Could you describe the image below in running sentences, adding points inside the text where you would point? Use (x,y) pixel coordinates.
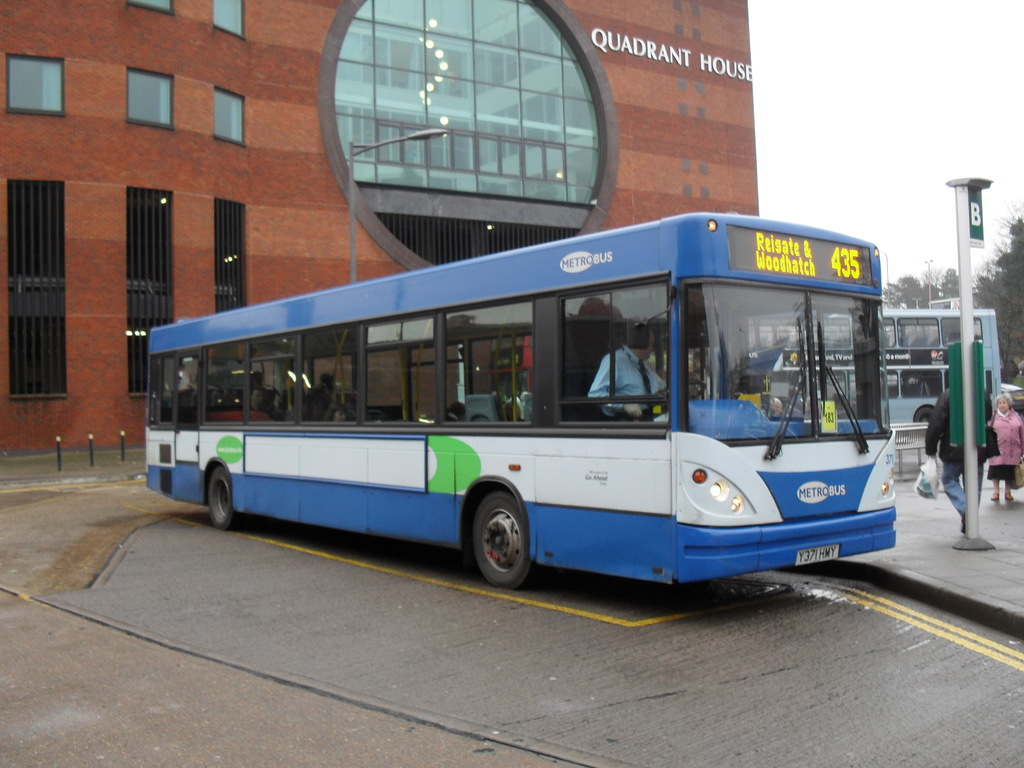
In the center of the image (425,483) we can see buses (748,475) on the road (498,705). On the right (1006,448) there are people (945,485) walking and we can see a board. In the background (588,205) there is a building (412,215), pole (409,138), trees (955,290) and sky (917,259).
